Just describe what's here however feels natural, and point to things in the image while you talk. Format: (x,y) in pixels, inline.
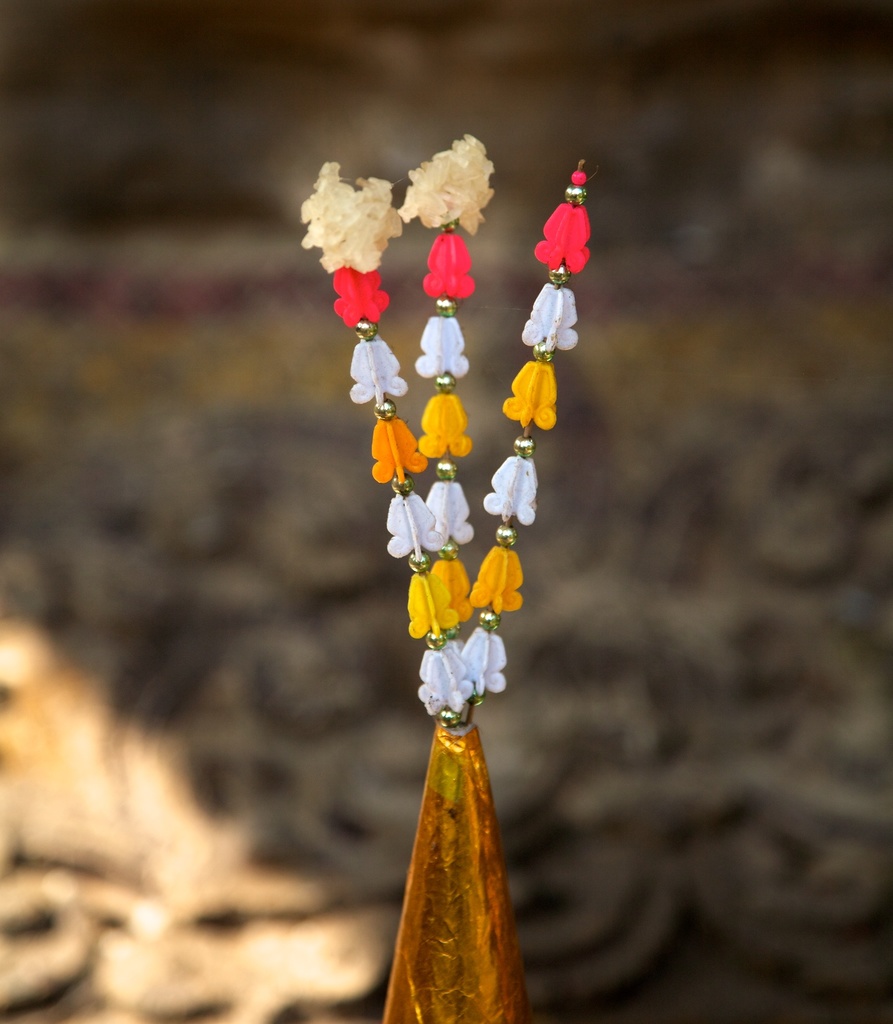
In this image I can see an object (452,830) in multi color and I can see blurred background (83,638).
